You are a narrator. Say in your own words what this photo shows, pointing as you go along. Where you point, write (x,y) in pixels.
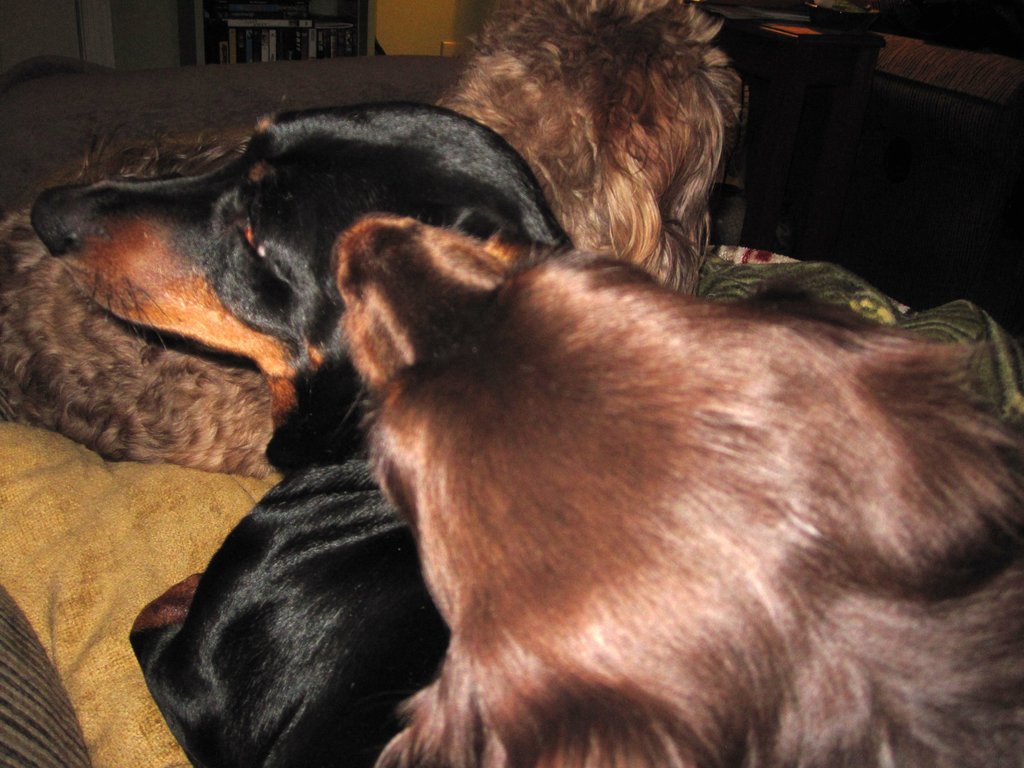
At the bottom of the image (147,762) we can see a couch (734,280), in the couch (734,280) we can see some dogs (686,237). Behind the couch (2,148) we can see a wall (113,18) and table (853,42), on the table (847,31) we can see some books (780,10).
